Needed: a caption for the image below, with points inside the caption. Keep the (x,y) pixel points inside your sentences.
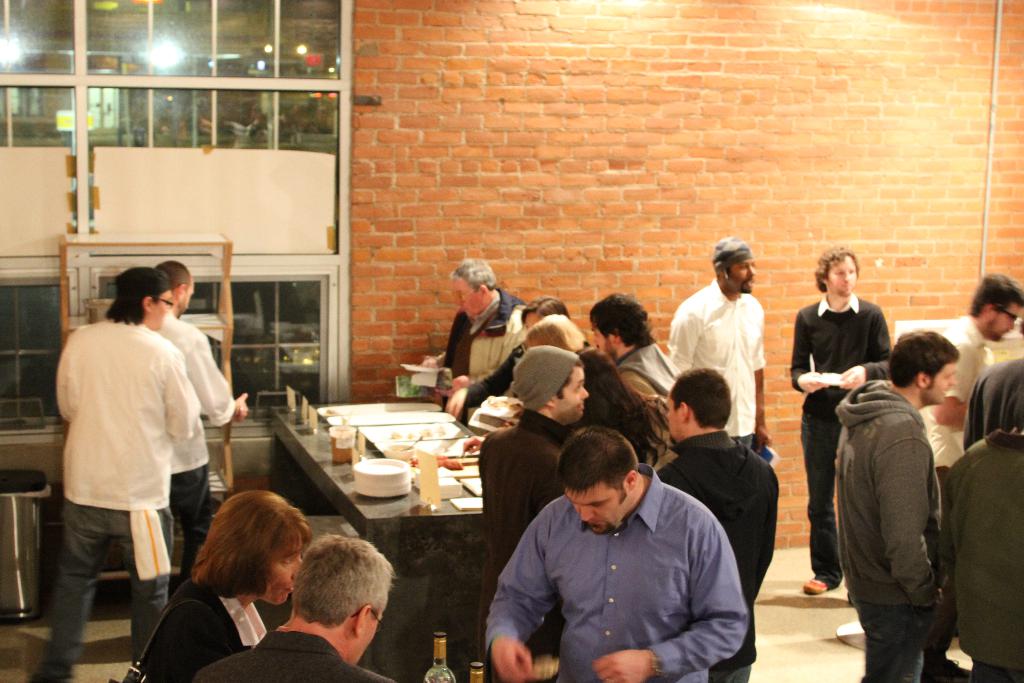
Here we can see a group of people (153,359) standing here and there with tables (461,533) in front of them and there are bottles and plates of food (414,436) present on the table (442,440) and the wall (433,189) present here is in red color.
